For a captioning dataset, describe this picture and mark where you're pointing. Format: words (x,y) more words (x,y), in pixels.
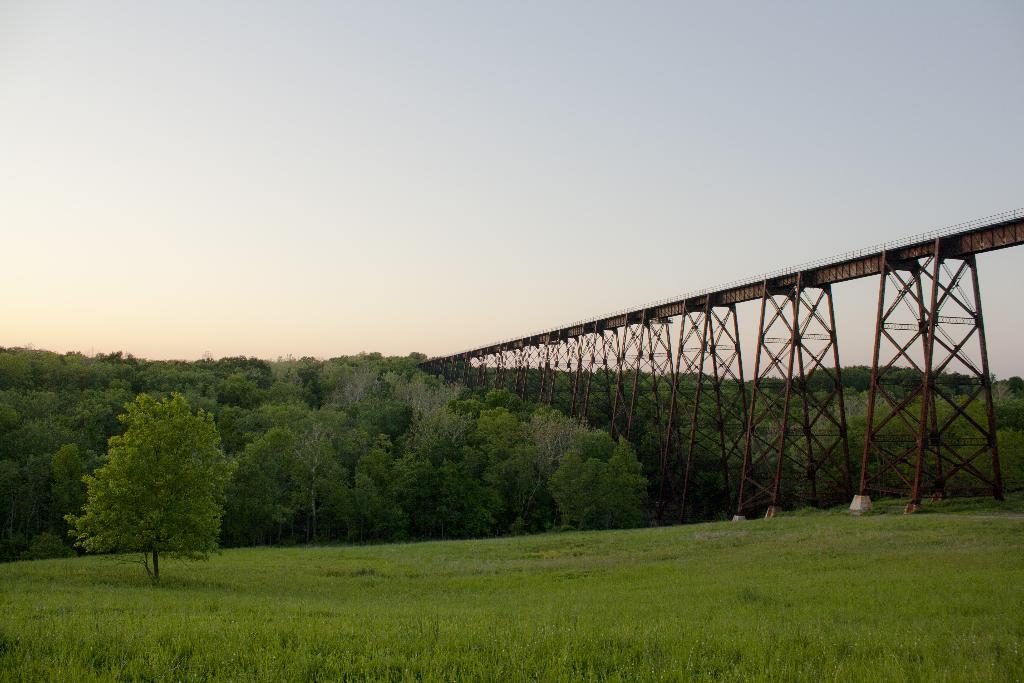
There is a bridge (854,272) in the right corner (820,275) and there are trees (524,401) in the background (564,409) and the ground (663,592) is greenery (650,602).
